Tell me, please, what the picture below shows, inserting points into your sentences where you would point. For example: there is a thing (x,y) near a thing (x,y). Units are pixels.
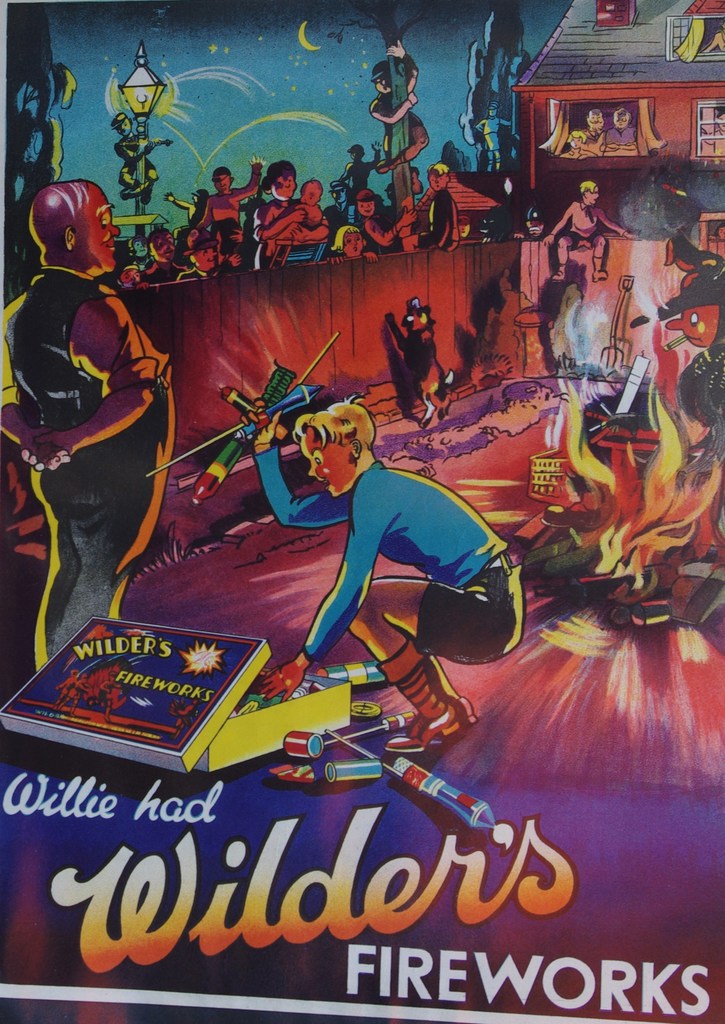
In this image we can see an advertisement (298,695). In this advertisement (285,799) there are crackers (201,447) and we can see people (266,242). At the top (479,206) there is a shed (480,174) and we can see sky (245,132). On the left (150,112) there is a pole (145,124).
